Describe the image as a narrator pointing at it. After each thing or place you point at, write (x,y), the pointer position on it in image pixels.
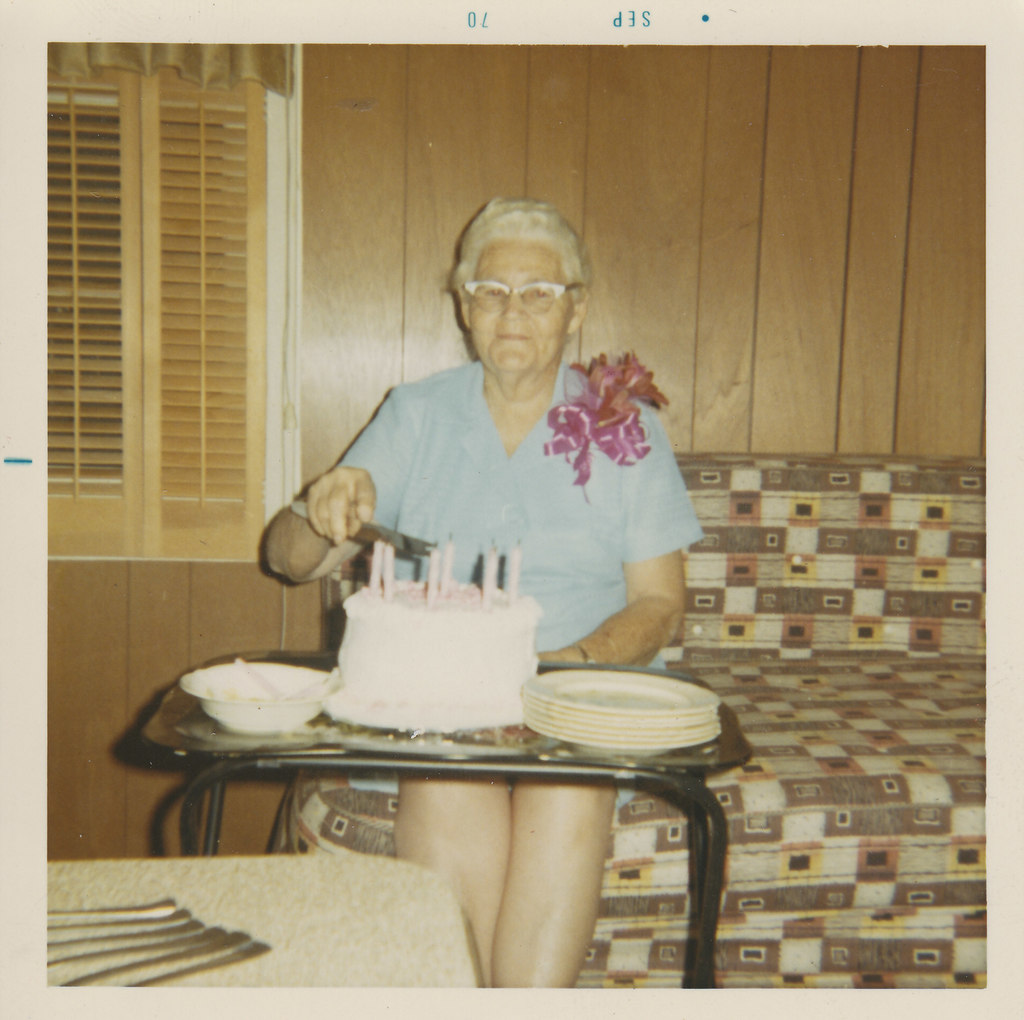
In this image I can see a sofa (965,863) and on it I can see a woman (537,543) is sitting. I can see she is holding a knife (384,536) and I can see she is wearing blue colour dress (598,508) and a specs (544,305). I can also see a red colour thing (611,406) on her shoulder (632,452). In the front of her I can see a table (453,766) and on it I can see number of plates (601,679), a bowl (263,714), a cake (346,674) and on it I can see few candles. On the bottom left side of the image (236,881) I can see an object (399,881) and in the background (245,93) I can see a window (144,130) and a curtain (49,58).
